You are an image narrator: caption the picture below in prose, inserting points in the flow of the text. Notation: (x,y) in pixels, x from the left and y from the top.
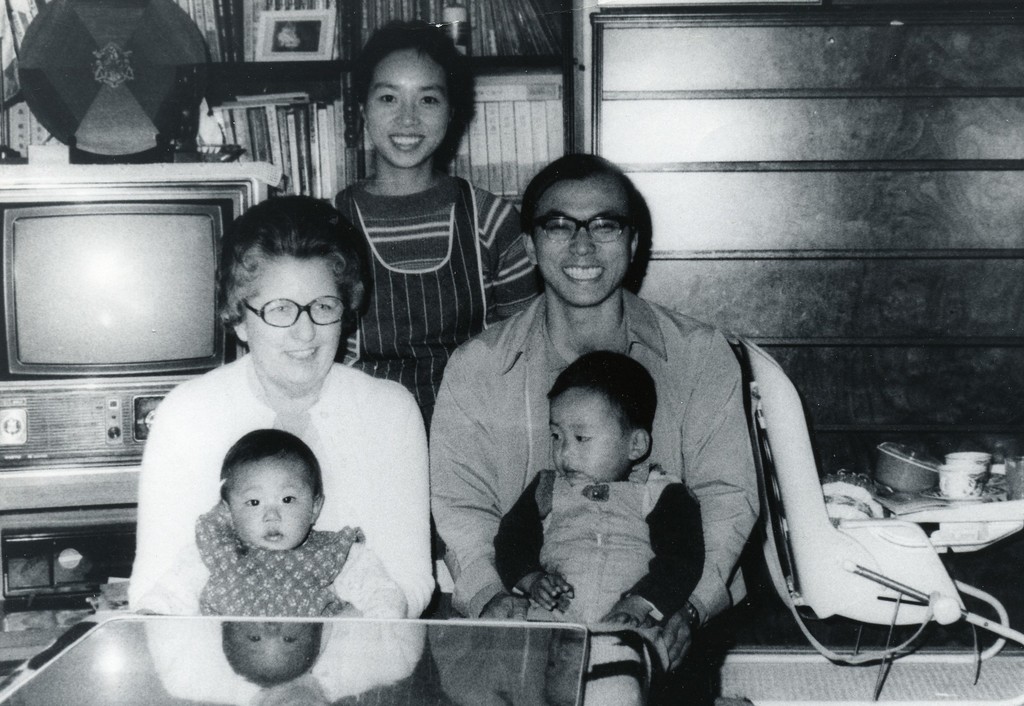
In this image there are people (533,445) sitting on the chairs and they are smiling. Behind them there is another person (475,307). Beside them there is a chair (892,619). There is a table (1017,515). On top of it there are few objects (918,469). In front of them there is a glass table (394,644). Behind them there is a TV (140,345). There are books (535,36) on the rack (245,70).
